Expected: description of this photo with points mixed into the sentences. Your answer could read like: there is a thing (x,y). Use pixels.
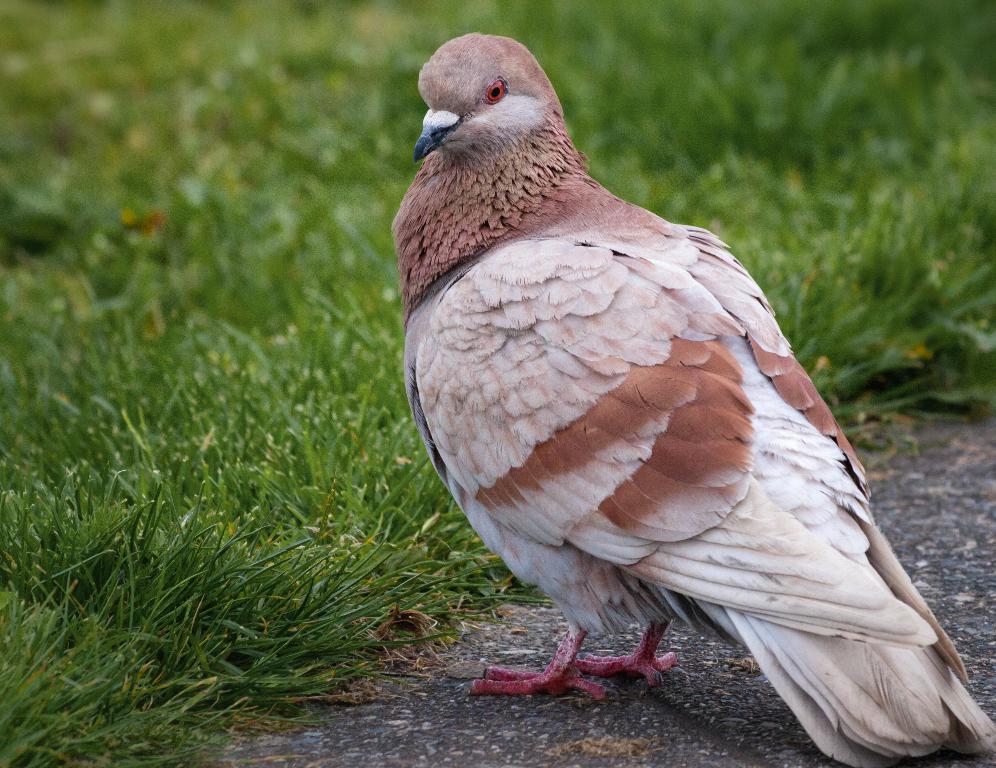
In this image I can see a bird (504,233) visible in front of crop (255,389).
